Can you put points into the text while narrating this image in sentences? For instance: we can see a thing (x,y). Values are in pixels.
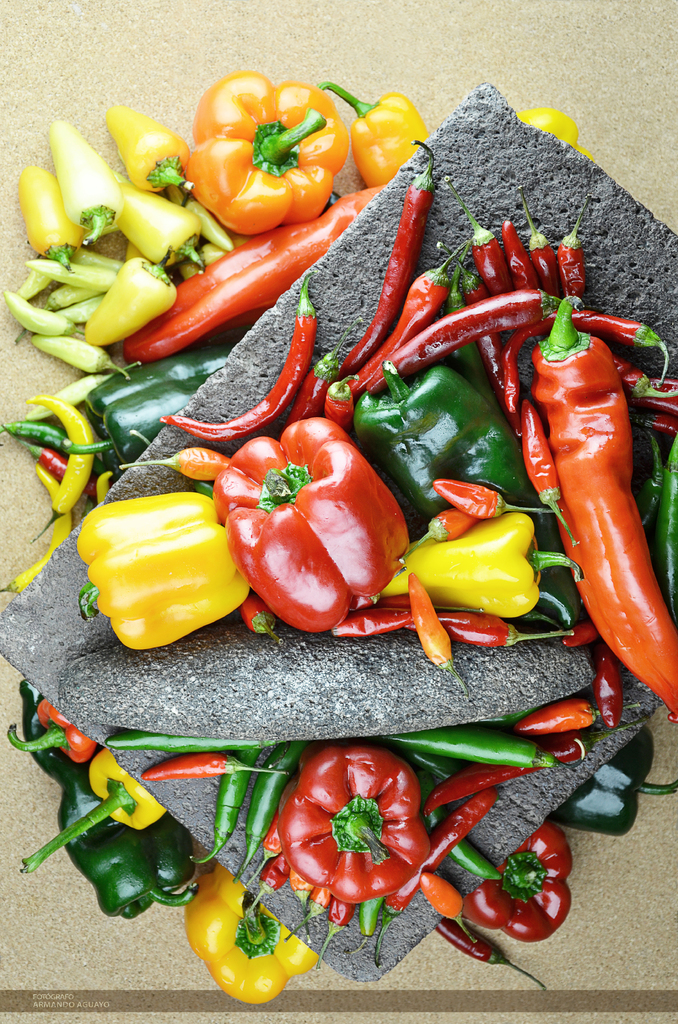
In the image in the center (382,614), we can see stones (351,317), red chilies (440,329), peppers (314,429) and a few other vegetables (677,556).
